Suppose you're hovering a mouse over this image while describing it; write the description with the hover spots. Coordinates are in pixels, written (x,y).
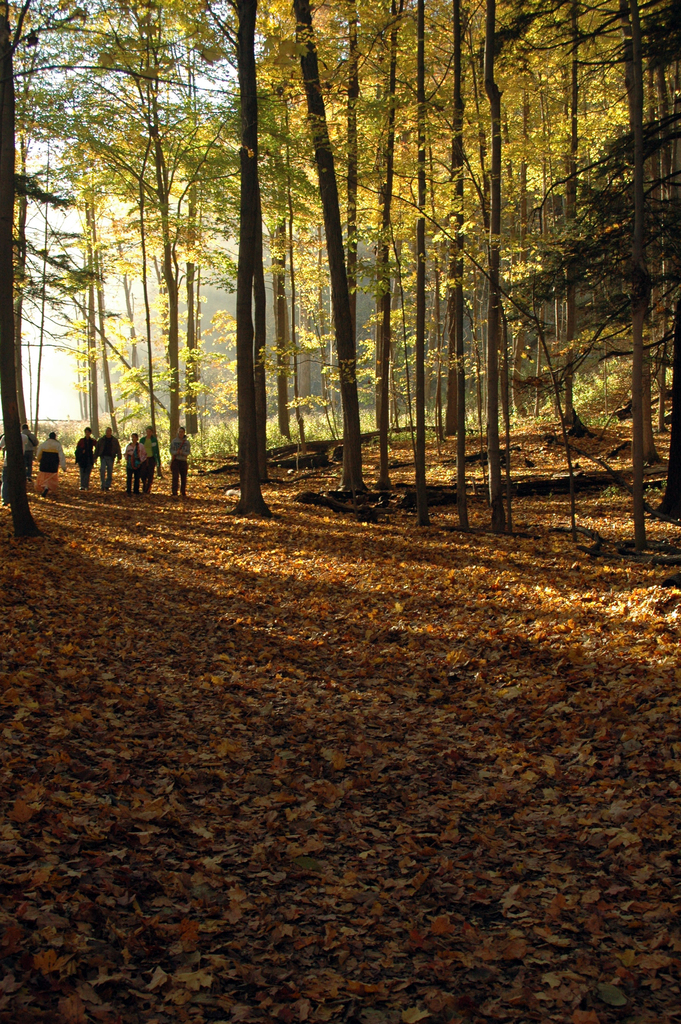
In the foreground (289,971) we can see the leaves (577,600) on the ground (591,656). In the background (251,412), we can see a few persons (47,446) and trees (127,430).
